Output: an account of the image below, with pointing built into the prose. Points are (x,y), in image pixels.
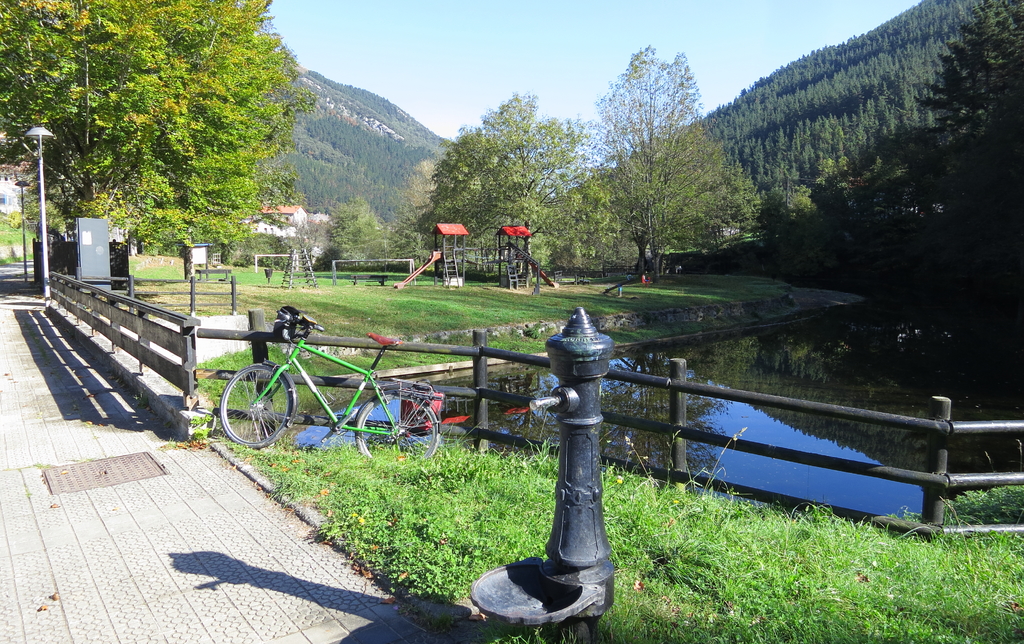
In this image we can see a metal object (558,565), grass (492,542), bicycle (384,425) at the fence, bridge (111,376) and pole (25,237). In the background (69,194) we can see water (968,311), trees (546,126), buildings (271,229), slide (535,269), playing objects (460,259), mountains (888,33) and sky (530,28).
